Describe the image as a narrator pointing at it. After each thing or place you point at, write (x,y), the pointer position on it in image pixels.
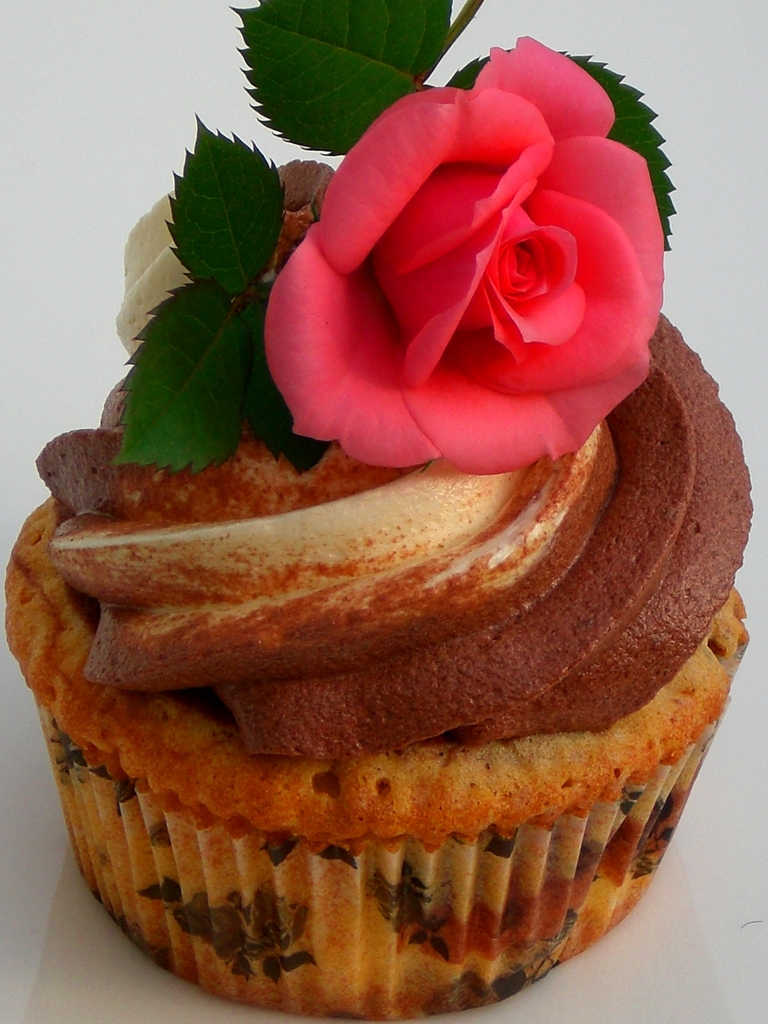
In this image we can see a cupcake (388,671) with chocolate (528,648) and a pink colorful flower (495,132) with green leaves (205,177).
